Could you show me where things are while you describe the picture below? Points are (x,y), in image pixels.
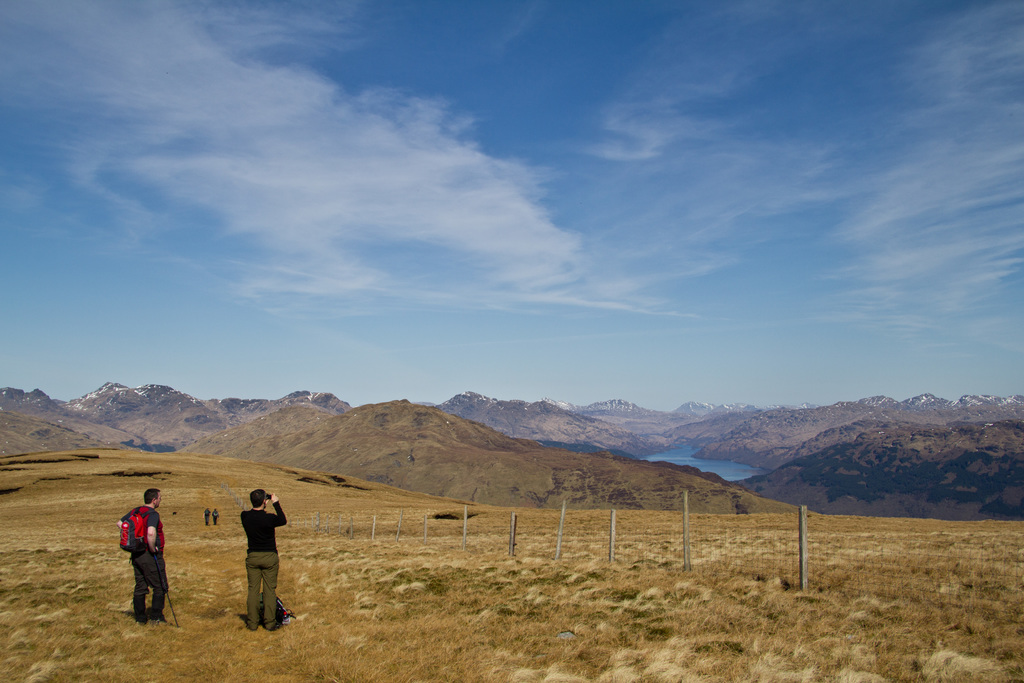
In the front of the image (577,550) we can see people (270,543), wooden sticks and land (311,476) is covered with grass (663,624). In the background of the image (982,462) there are mountains (534,428), water (677,461) and cloudy sky (471,211).
